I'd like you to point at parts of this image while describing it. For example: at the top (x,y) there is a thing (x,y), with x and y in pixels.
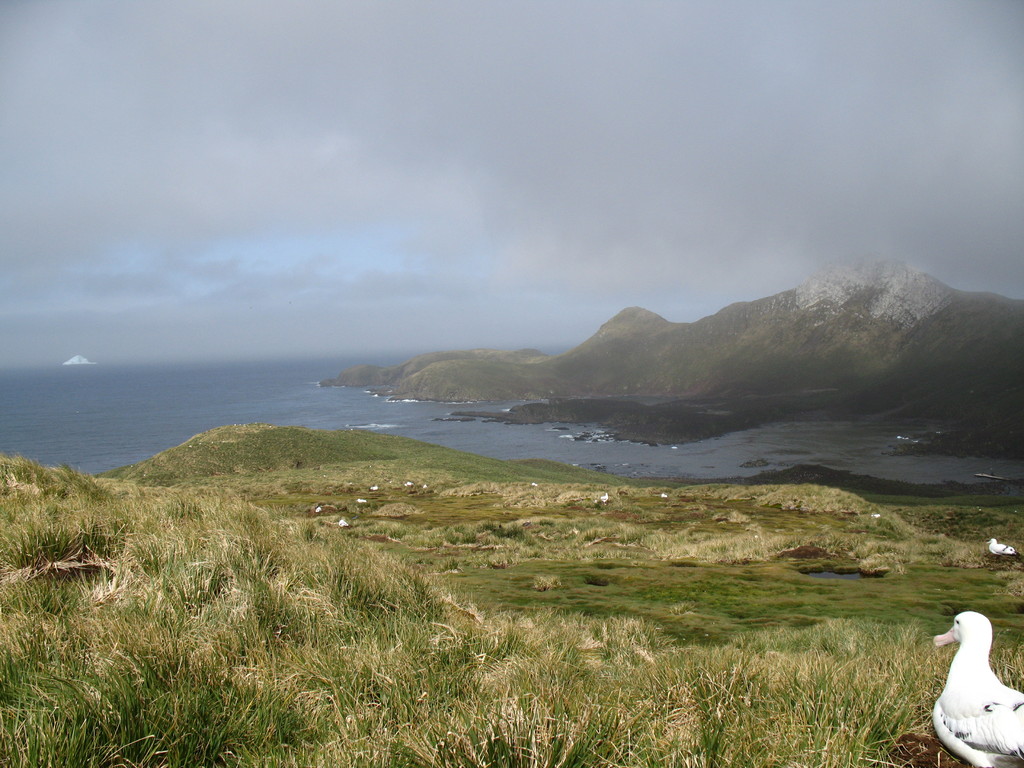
In the picture we can see a grass surface (421,696) with grass plants (37,623) and an albatross (962,618) on it which is white in color and far away from it, we can see water surface (285,398) and beside it, we can see some hills (457,355) and in the background (356,255) we can see a sky (383,233) with clouds (444,210).
